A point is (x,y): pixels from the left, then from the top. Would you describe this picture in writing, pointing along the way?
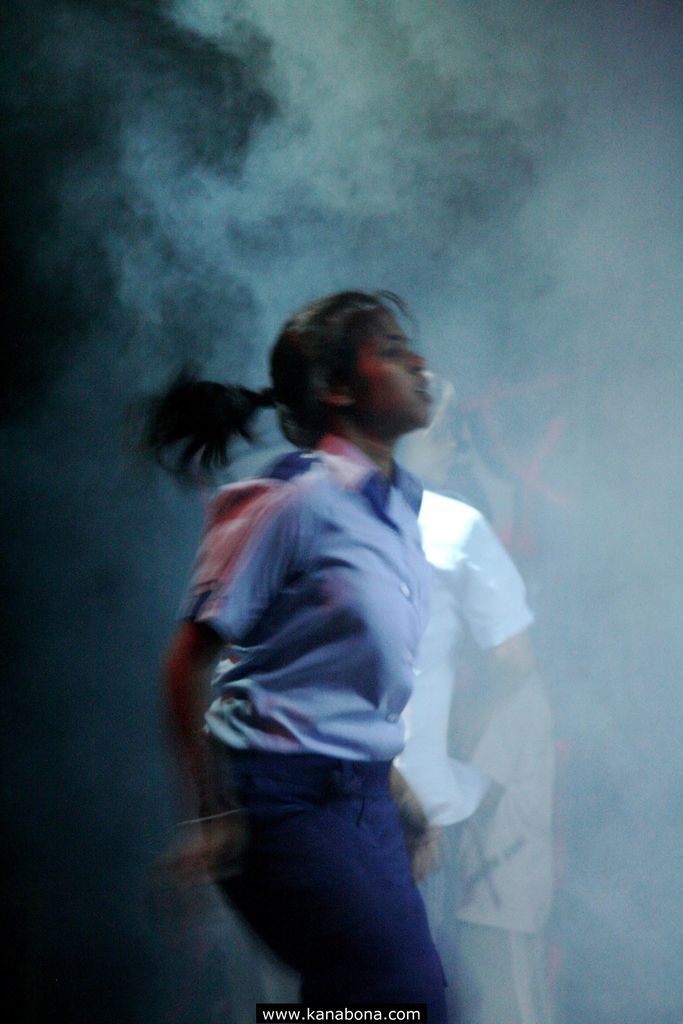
In this image there is a woman (384,688) in uniform (382,910) and there is a website address (343,1021) on the image. In the background (513,562) there are few more people (451,527) and there is smoke (492,205).
